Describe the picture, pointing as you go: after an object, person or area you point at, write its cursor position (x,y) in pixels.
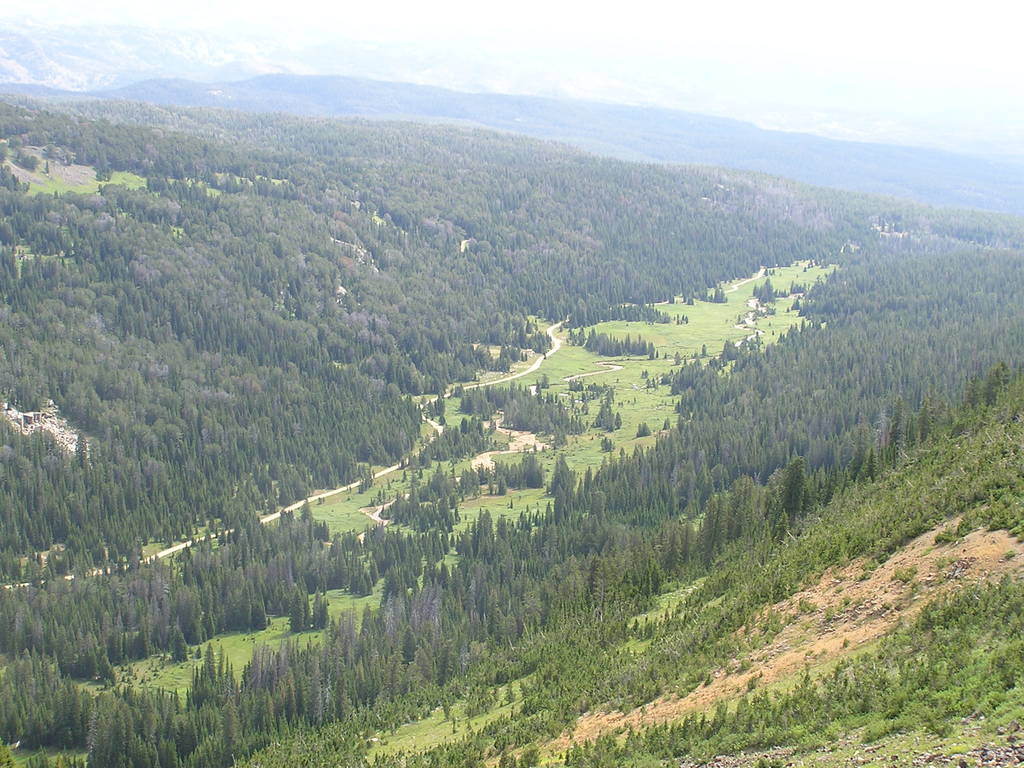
In the image we can see there is a ground (1018,548) covered with lot of trees (445,575) and in between there is a ground (681,334) which is covered with grass (703,311). The area (351,353) is a forest (663,221).
